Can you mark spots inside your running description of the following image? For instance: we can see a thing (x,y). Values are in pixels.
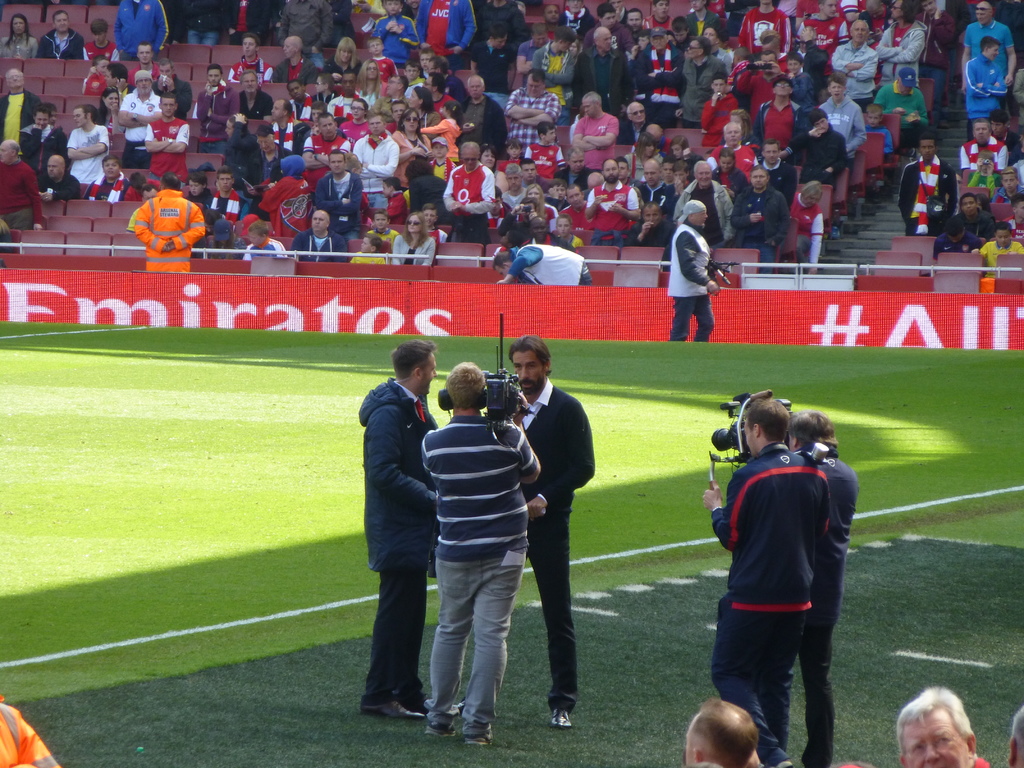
There are persons (377,416) standing on the ground (323,693), on which, there is grass (96,556), some of them are holding cameras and capturing video. In front of them, there are persons (968,719). In the background (173,206), there are persons (711,283) standing on the ground (910,367), there are persons (537,40) sitting on chairs (60,89), there are persons (443,51) standing on the floor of a stadium (470,256) and there is a hoarding (591,306).
